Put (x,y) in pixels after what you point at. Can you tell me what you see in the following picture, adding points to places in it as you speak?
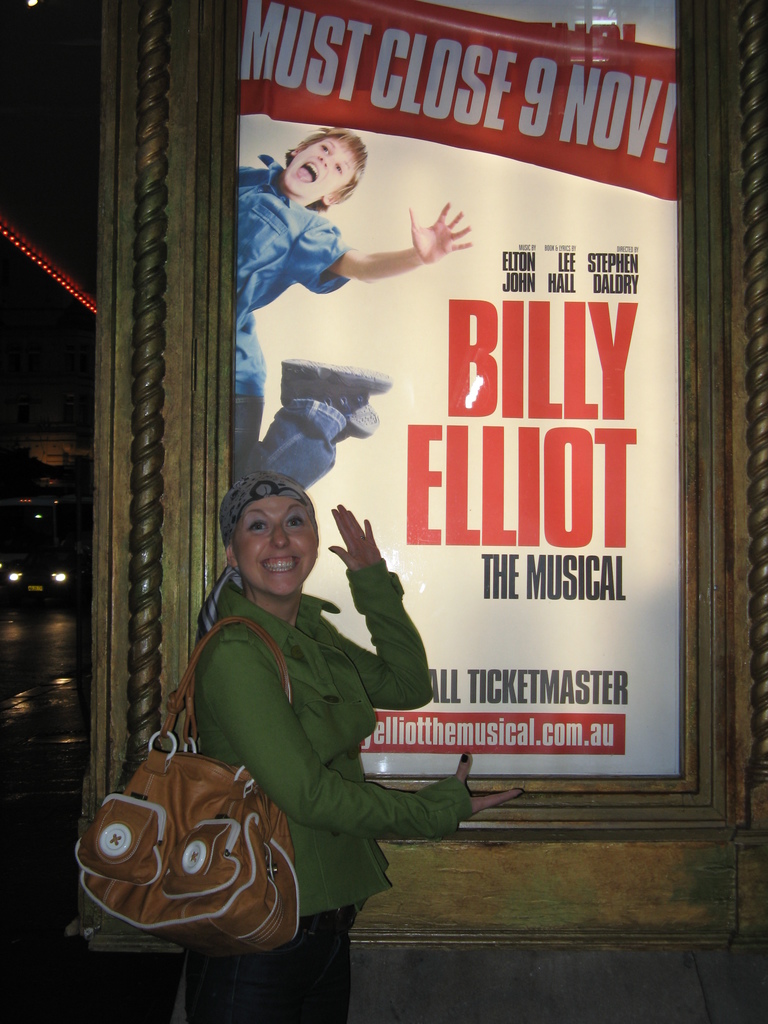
There is a woman (294,727) standing in front of a poster (541,607). She is wearing a bag (181,821) on her shoulder (264,663) and she is smiling.
